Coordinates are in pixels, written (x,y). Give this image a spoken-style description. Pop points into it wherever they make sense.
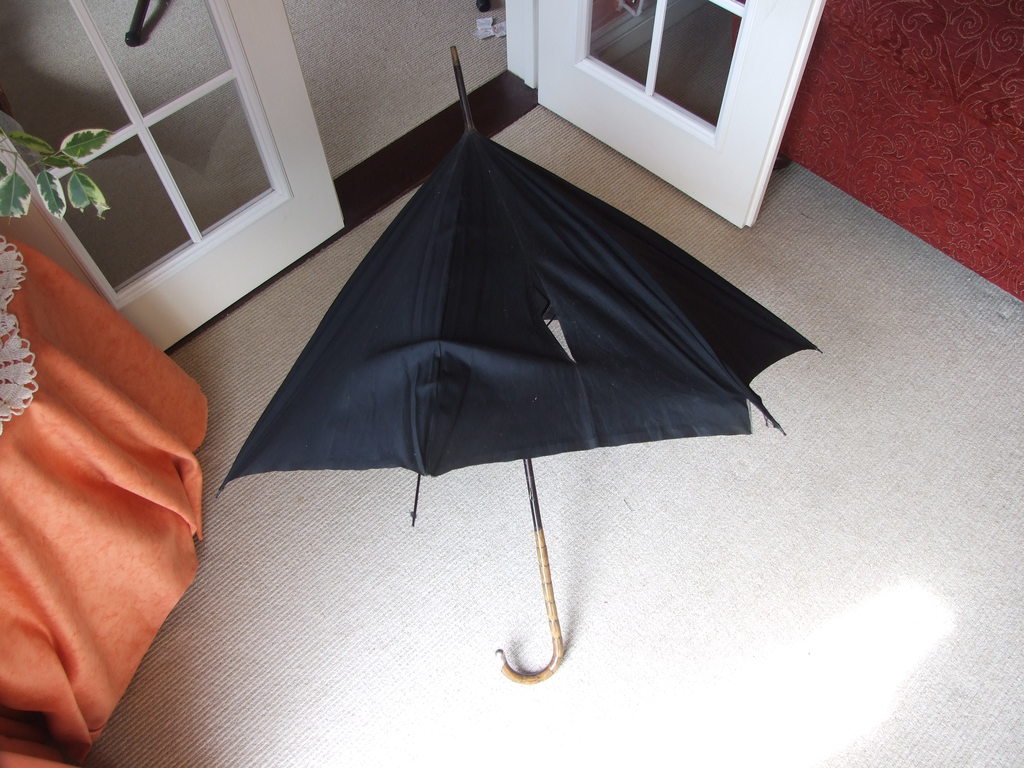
This picture is clicked inside the room (675,436). In the middle of the picture (537,278), we see the black umbrella (563,360). On the left side (97,405), we see a table (51,342) on which flower pot (37,135) is placed. This table (45,467) is covered with the orange color sheet (70,613). Beside that, we see a white door (290,148). On the right side (876,97), we see a red cloth (890,42). At the bottom (459,646), we see the white carpet (774,560).
